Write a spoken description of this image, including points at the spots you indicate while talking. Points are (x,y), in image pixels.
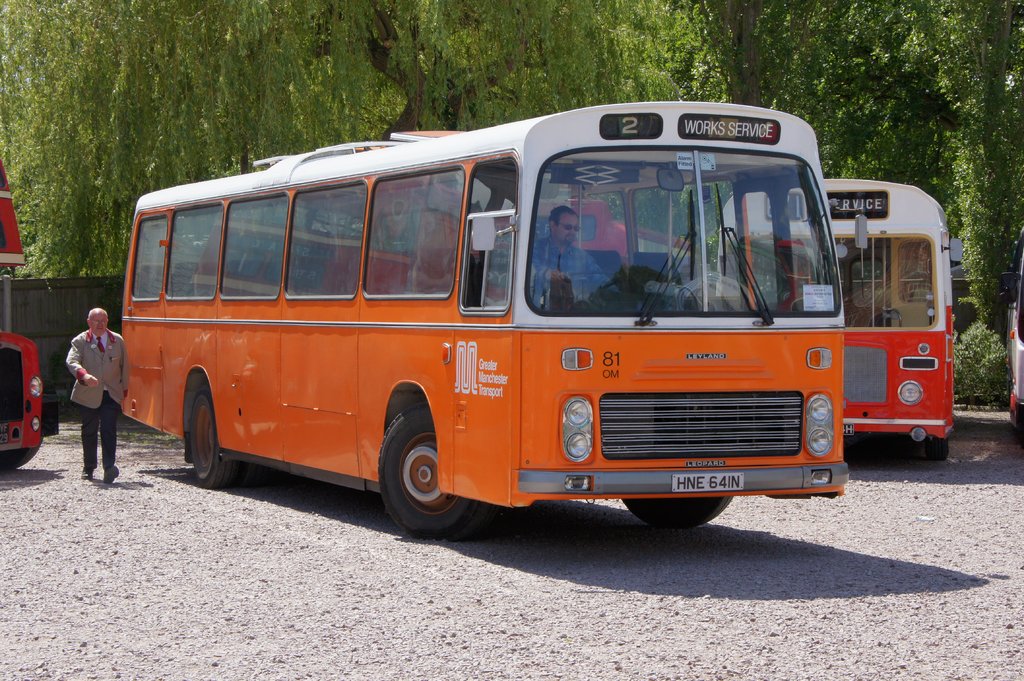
In the picture there are two buses (627,395) and on the left side (19,342) there is some other vehicle (8,378), beside the vehicle (21,384) there is a man (84,449) walking on the ground (30,605). In the background (911,170) there are many trees (944,181).
